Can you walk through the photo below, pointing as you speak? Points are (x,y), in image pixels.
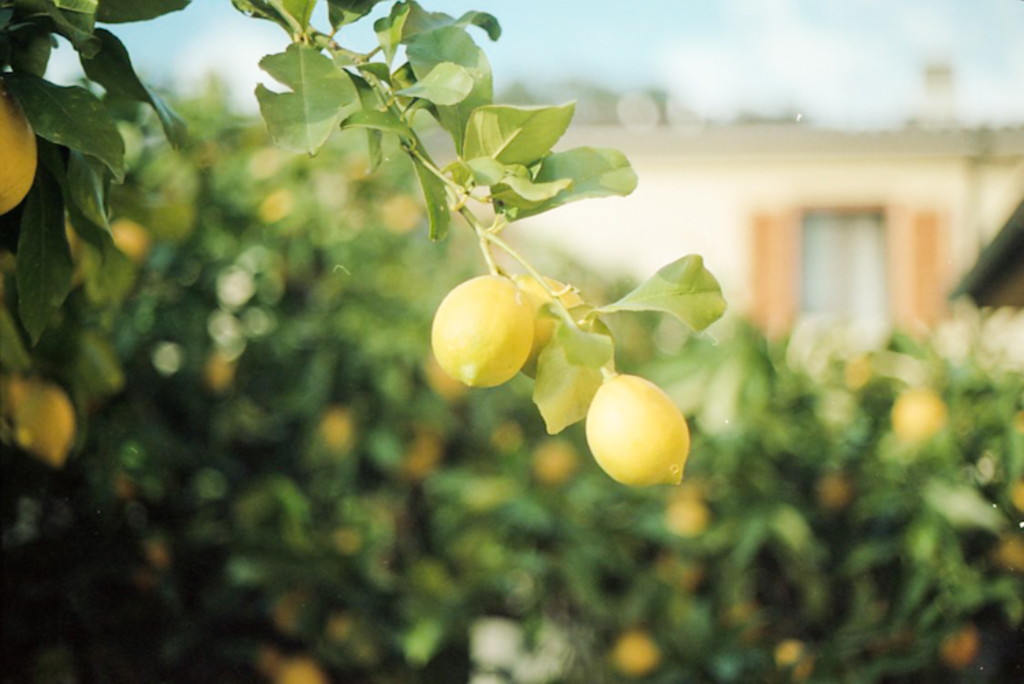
In this image I can see lemon trees (487,264), a building (840,191), the sky (716,52) and I can also see this image is blurry in the background (891,640).
